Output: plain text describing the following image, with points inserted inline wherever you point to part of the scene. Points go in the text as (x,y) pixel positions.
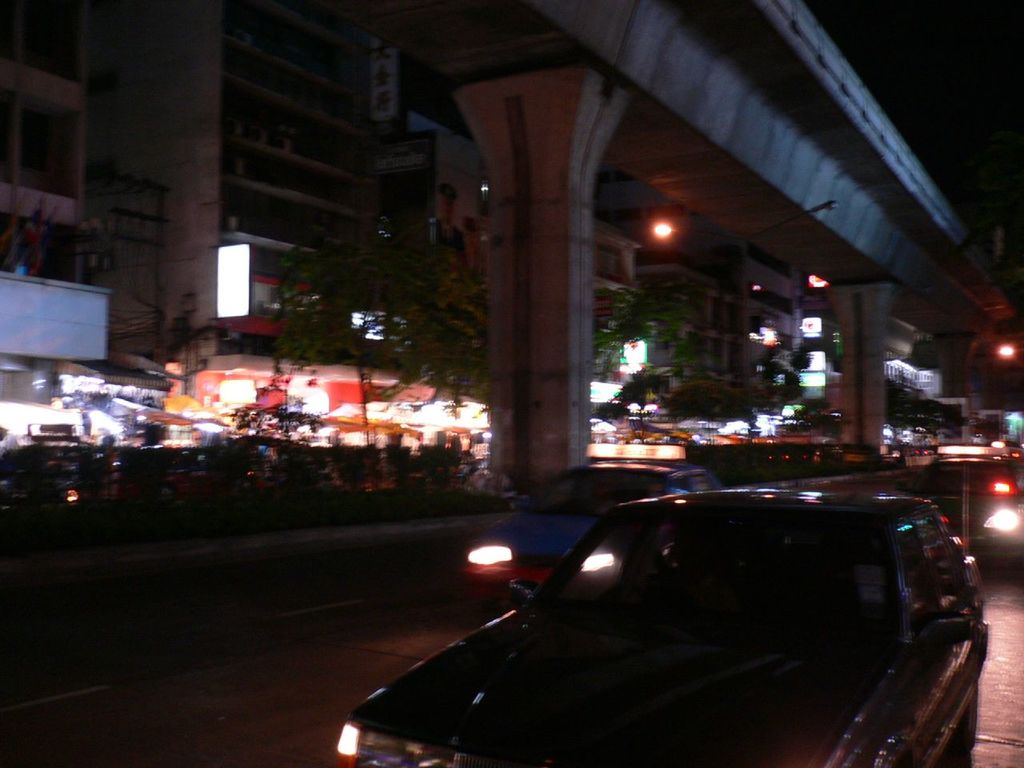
In this image we can see the bridge (839,210). And we can see the vehicles (699,537) on the road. And we can see the lights (485,554), building (485,248). And we can see the trees (638,302).
